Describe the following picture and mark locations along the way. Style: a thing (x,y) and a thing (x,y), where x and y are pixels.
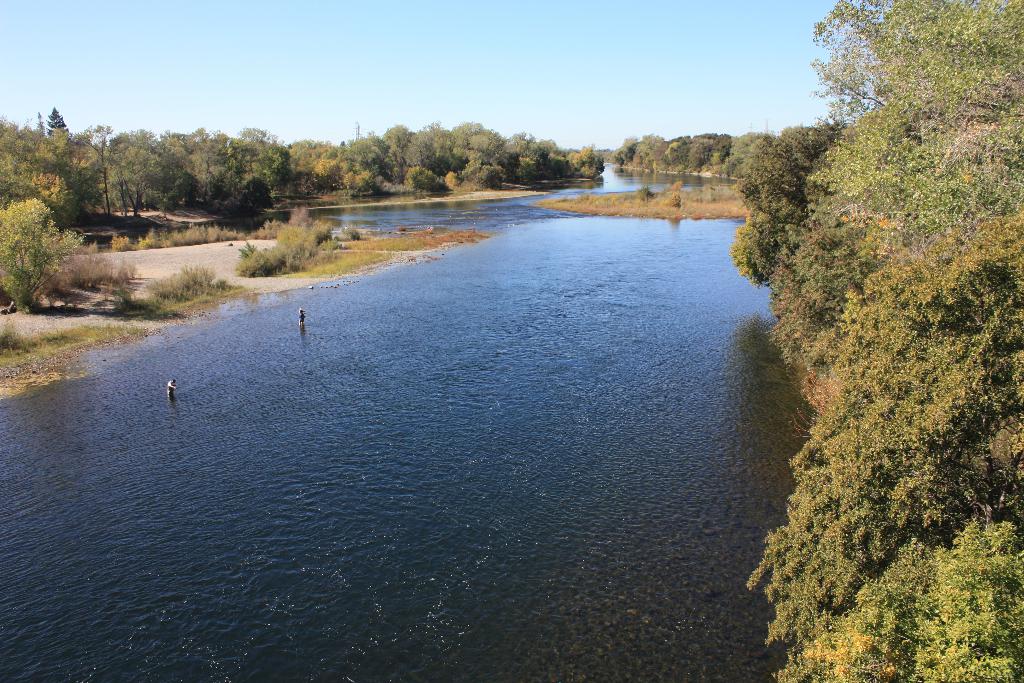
In this image, we can see trees (896,355) and people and there is water (597,363). At the top (414,61), there is sky (473,57).
